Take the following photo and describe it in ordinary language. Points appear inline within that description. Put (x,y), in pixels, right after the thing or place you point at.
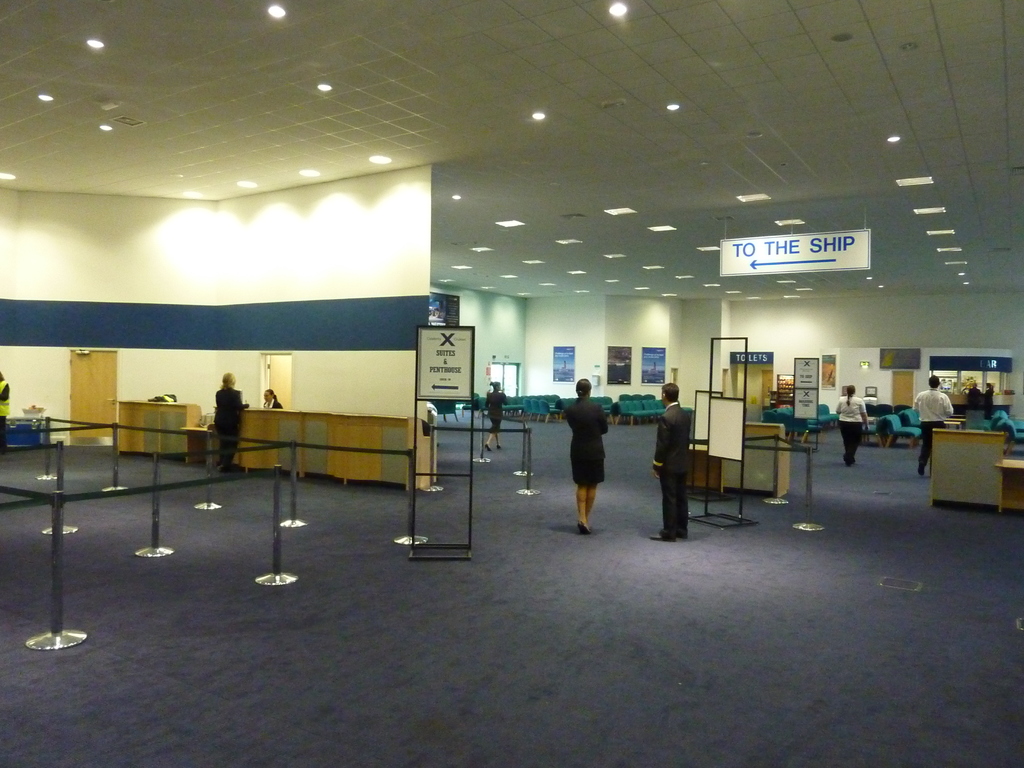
In this image we can see the people (660,436) standing on the ground (473,492). And there are tables (274,434), boards (741,413), rods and chairs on the ground (535,467). We can see the wall (671,326) with posters (660,357) and door (897,385). At the top (634,122) we can see the ceiling (754,214) with lights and board (785,249) with text (772,245).
